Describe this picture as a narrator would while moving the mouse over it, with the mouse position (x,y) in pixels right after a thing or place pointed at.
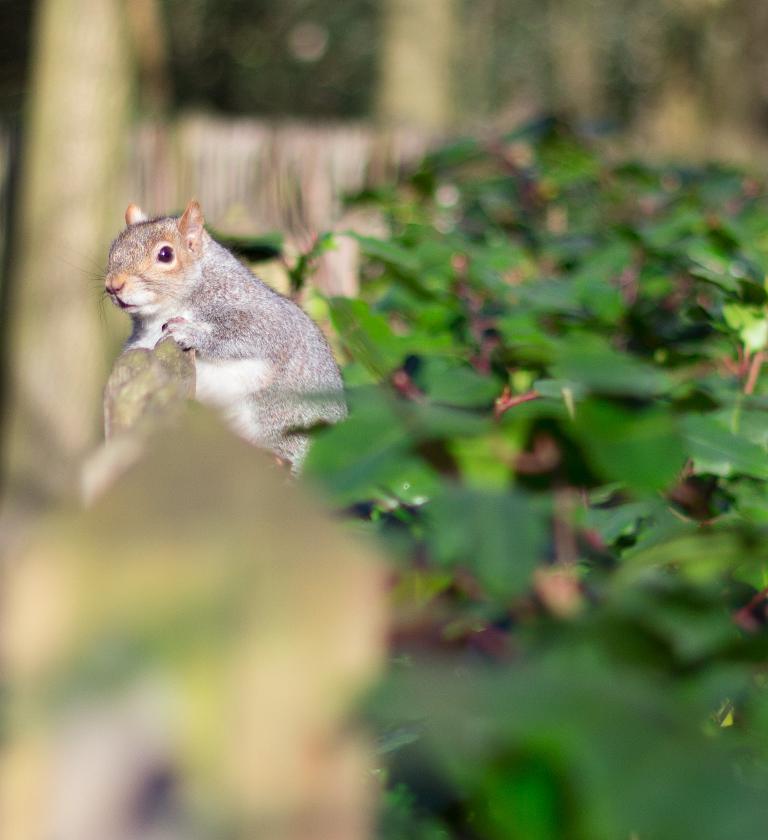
In the center of the image (272,358) we can see a squirrel (134,337) on some object (189,398). On the right side of the image (626,441), we can see leaves (670,652). In the background (675,51), we can see it is blurred.
